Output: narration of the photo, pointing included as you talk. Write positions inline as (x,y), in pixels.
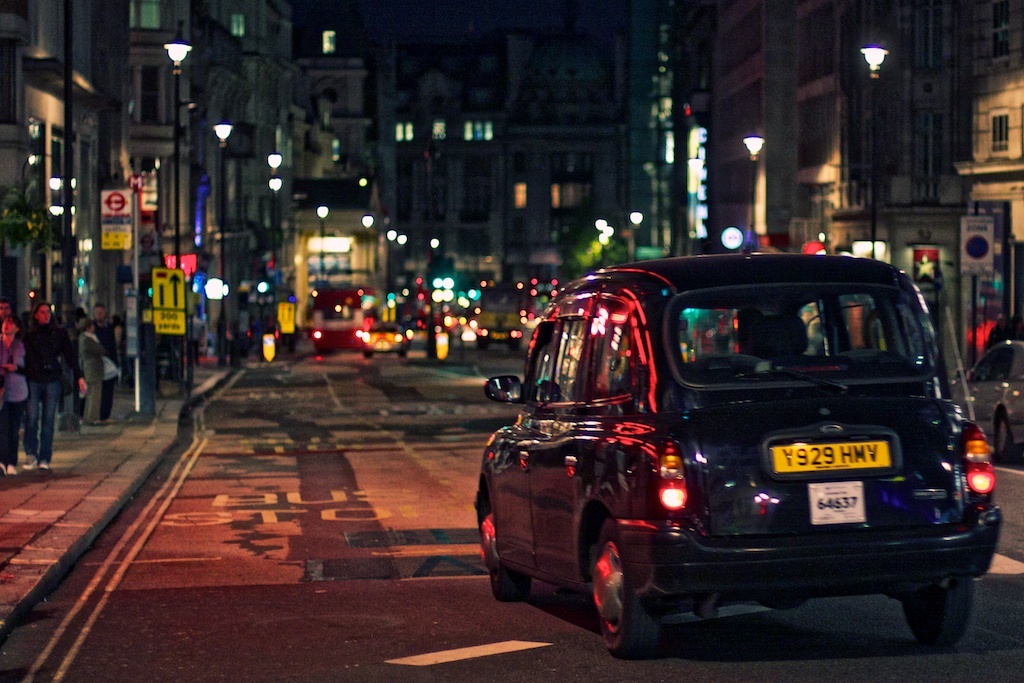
In this picture we can see a car (740,462) in the front (749,438), in the background (763,150) there are buildings (503,163), poles (176,154), lights (815,247), vehicles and boards (122,238), on the left side (91,395) there are some people (91,367) walking.
